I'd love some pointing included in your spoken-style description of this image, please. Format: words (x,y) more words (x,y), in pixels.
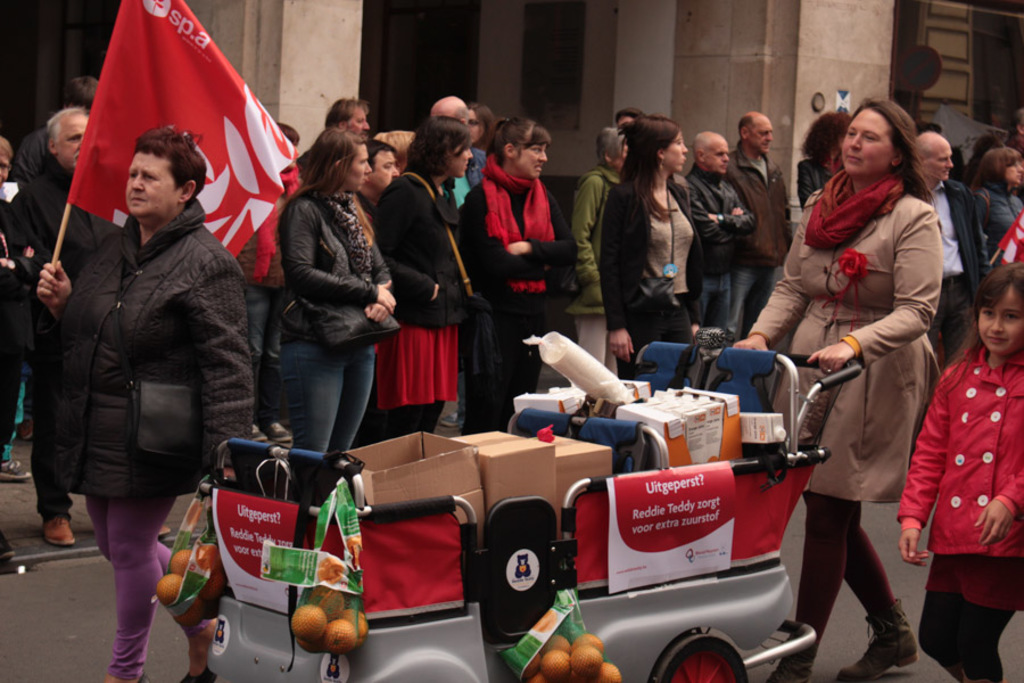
In this image in the front (700,481) there is a trolley (607,507) and in the trolley (464,545) there are objects (416,476) and there are fruits (587,641) hanging on the trolley (503,606). In the background (364,226) there are persons (447,225) standing and walking and there is a woman (908,415) walking and holding a trolley (514,564) and in the left (177,316) there is a person (147,329) walking and holding a flag (208,141) in hand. In the background (541,106) there is a building (615,62) behind the persons (631,149).
